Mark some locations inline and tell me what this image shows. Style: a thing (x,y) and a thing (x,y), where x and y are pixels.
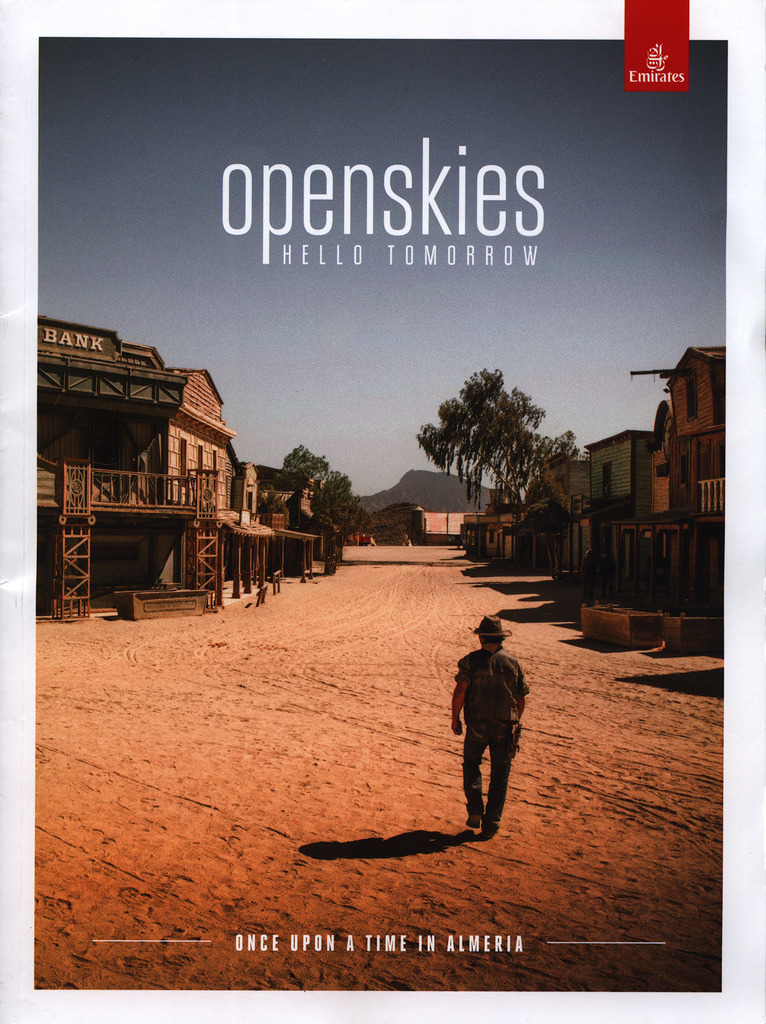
In this picture there is a person (467,753) wearing hat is standing on a sand (457,740) and there are few buildings (178,485) and trees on either sides of him and there is something written above and below him.
